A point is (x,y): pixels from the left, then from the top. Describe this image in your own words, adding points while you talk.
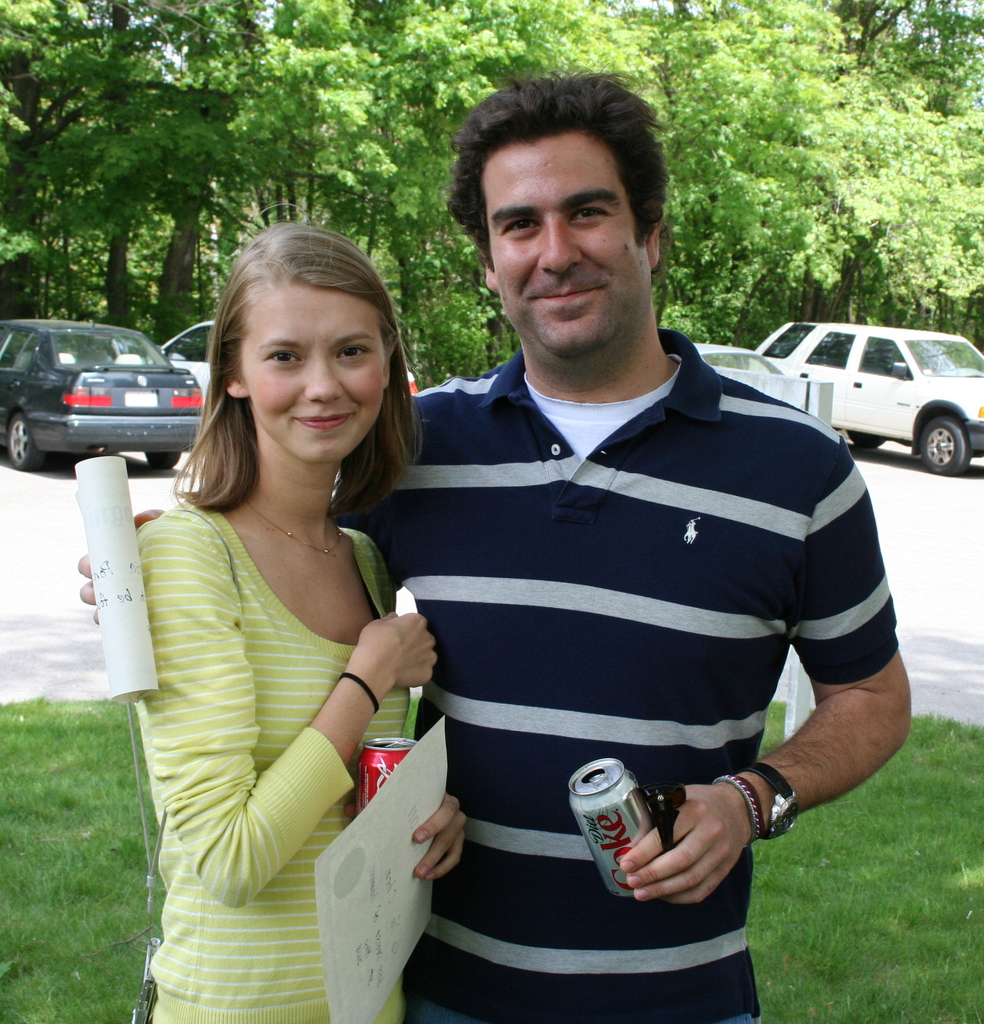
In this picture we can see a man (454,416) and woman (288,304), they both are smiling, and they are holding tins (363,758) and papers (372,811), in the background (140,400) we can see few cars (151,367) and trees (355,134).
